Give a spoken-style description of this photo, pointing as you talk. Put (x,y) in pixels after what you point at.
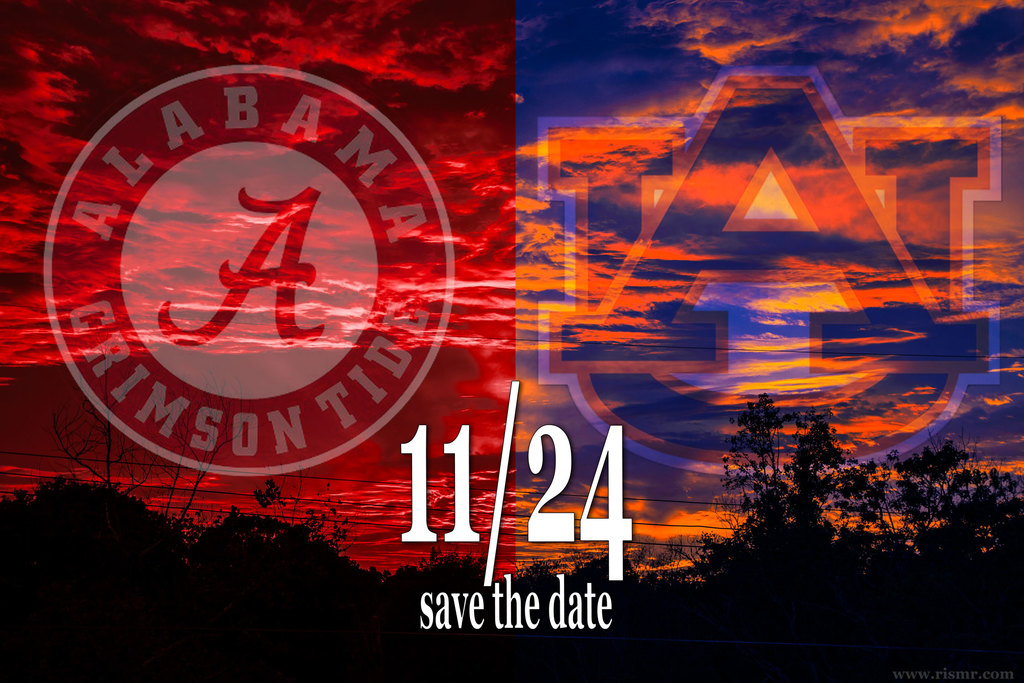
This is an edited image. In the foreground (253,593) we can see the trees (536,586). In the background (428,171) we can see the sky (449,268) which is full of clouds (552,247) and we can see the watermarks (711,178) on the image and we can see the text (446,624) and numbers (619,509) on the image.
